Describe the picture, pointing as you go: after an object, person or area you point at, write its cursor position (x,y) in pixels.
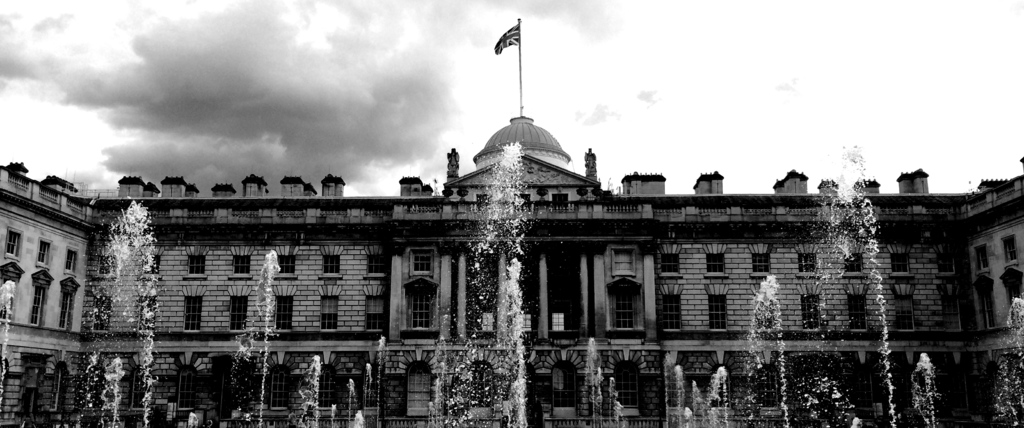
This is a black and white pic. we can see water (317,400) and in the background (329,397) there is a building (220,308), windows (191,309), flag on the building (454,199) and clouds (388,134) in the sky (379,59).
